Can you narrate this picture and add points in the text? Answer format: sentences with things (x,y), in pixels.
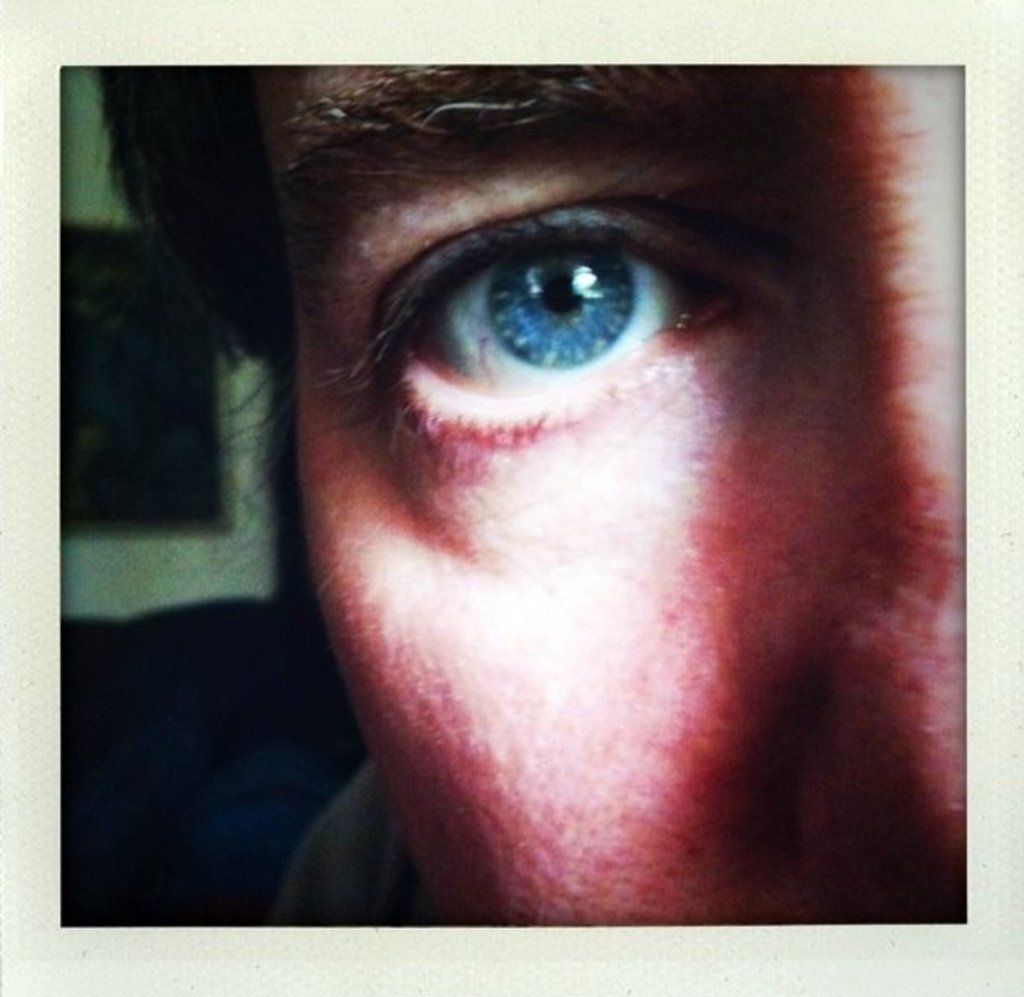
This picture is an edited picture. In this image there is a person (709,554) with blue eyes (599,326) in the foreground (758,393). At the back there is a frame (207,382) on the wall (223,562).
